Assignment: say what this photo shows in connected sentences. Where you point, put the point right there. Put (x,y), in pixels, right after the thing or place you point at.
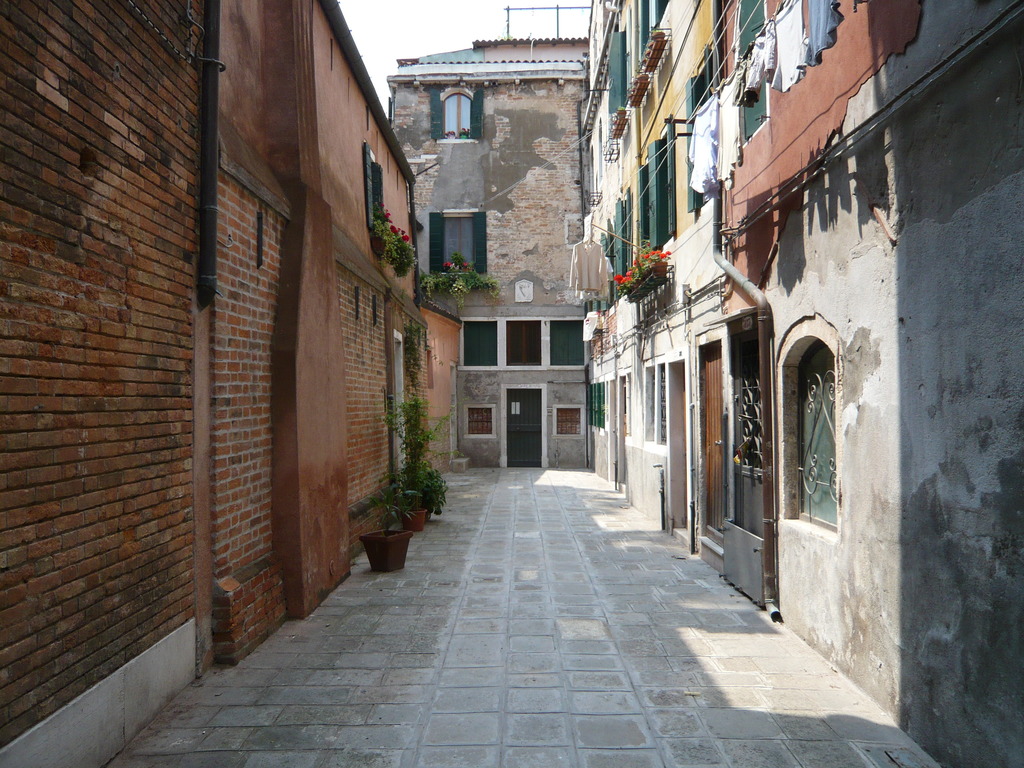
In this image, we can see buildings (963,370), walls (500,438), windows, doors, plants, clothes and walkway (542,602). Top of the image (400,44), there is the sky (415,28).
